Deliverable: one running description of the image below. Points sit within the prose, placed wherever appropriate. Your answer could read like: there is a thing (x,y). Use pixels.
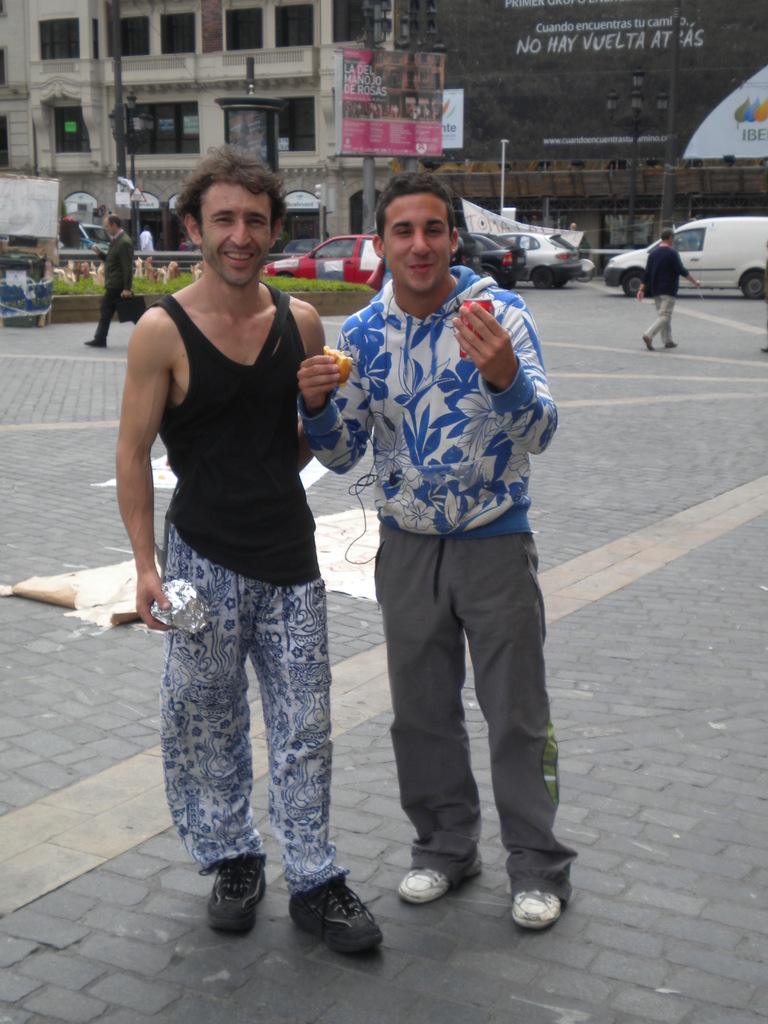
In the middle of the image (293,534) two persons (432,187) are standing and holding something and smiling. Behind them few people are walking and there are some vehicles (561,254) and poles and buildings (176,211) and plants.
